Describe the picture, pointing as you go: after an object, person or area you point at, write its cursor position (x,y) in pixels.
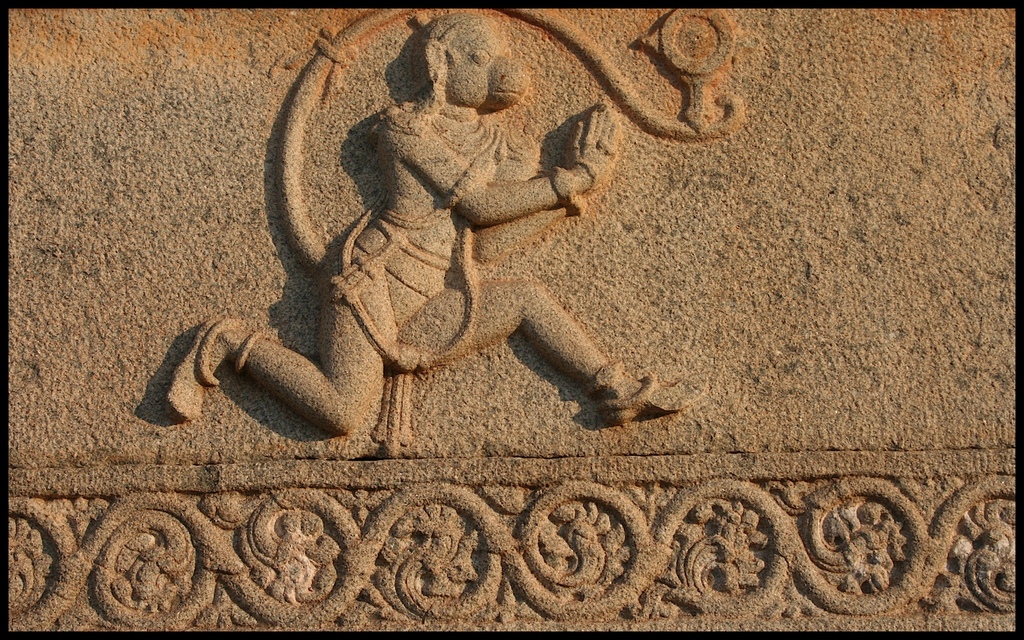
In this picture I can see the stone carving design (441,290) of a god (380,265).
